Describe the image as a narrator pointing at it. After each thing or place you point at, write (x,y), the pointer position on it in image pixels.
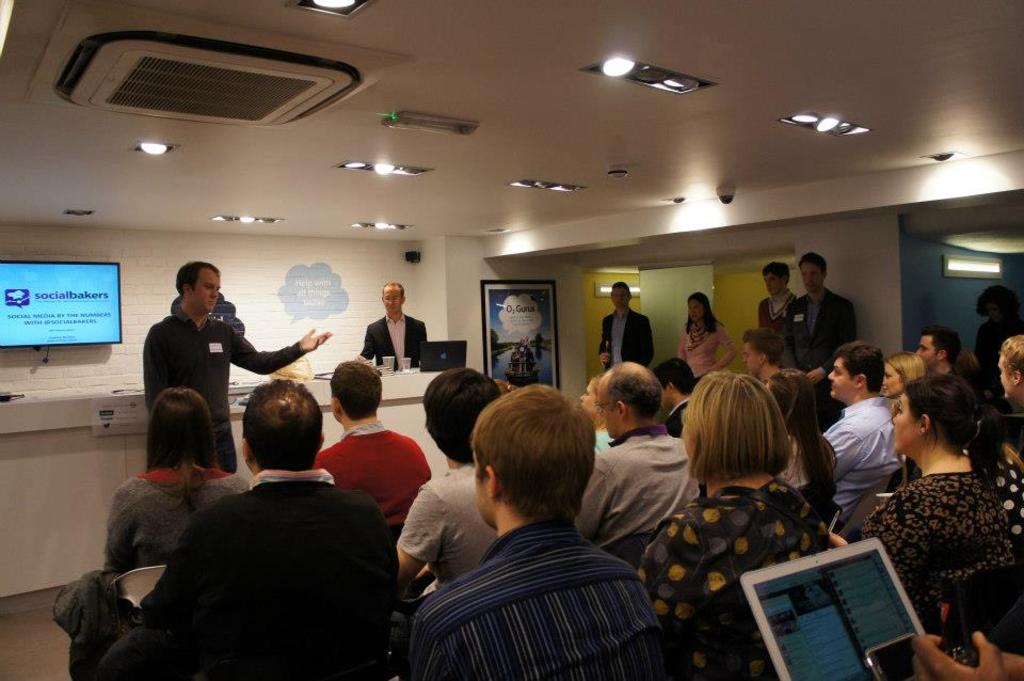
In this image we can see these persons (745,518) are sitting on the chairs (132,585) and here we can see a laptop (902,629). Here we can see these persons (812,281) are standing, we can see laptop (445,349) and a few more things (387,370) are kept on the table (85,421), we can see monitor (91,310), doors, air conditioner (208,115), CC camera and the ceiling lights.
